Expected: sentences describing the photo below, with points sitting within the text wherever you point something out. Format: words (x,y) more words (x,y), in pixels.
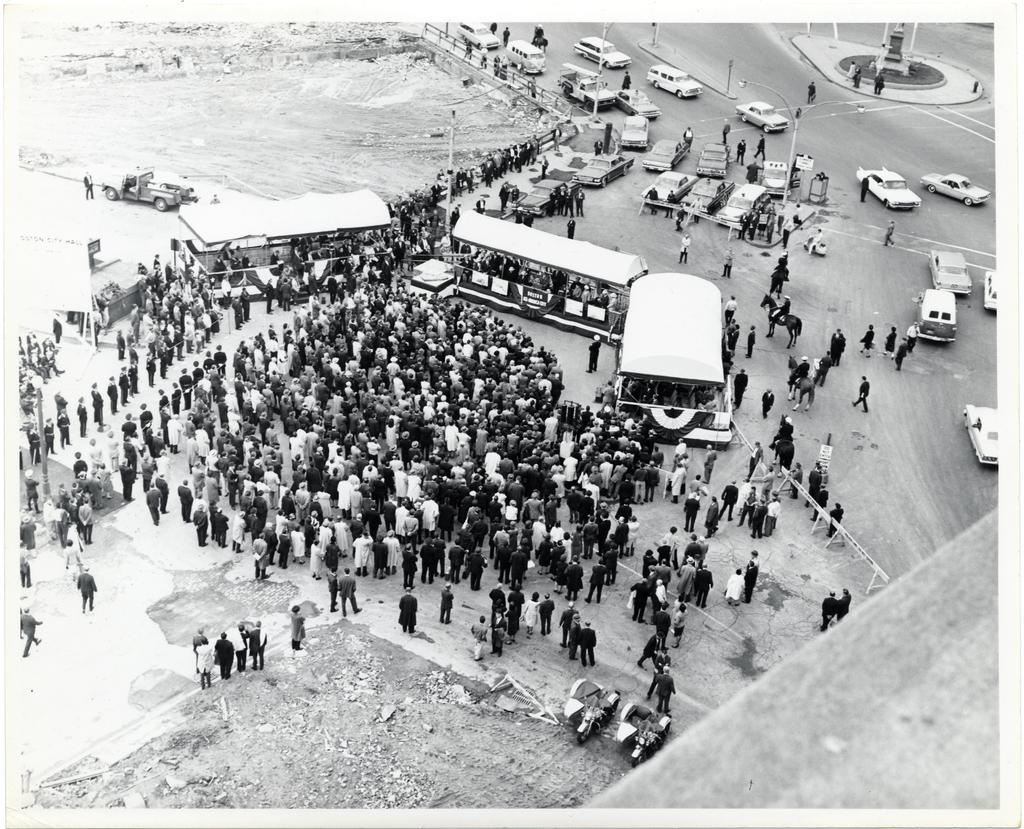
It is a black and white image. In this image we can see many people (559,130). We can also see the vehicles (893,191) on the road (917,233). We can see the tents (251,236) for shelter. We can see the barrier (462,58), fence (542,102) and also the poles (803,112).
